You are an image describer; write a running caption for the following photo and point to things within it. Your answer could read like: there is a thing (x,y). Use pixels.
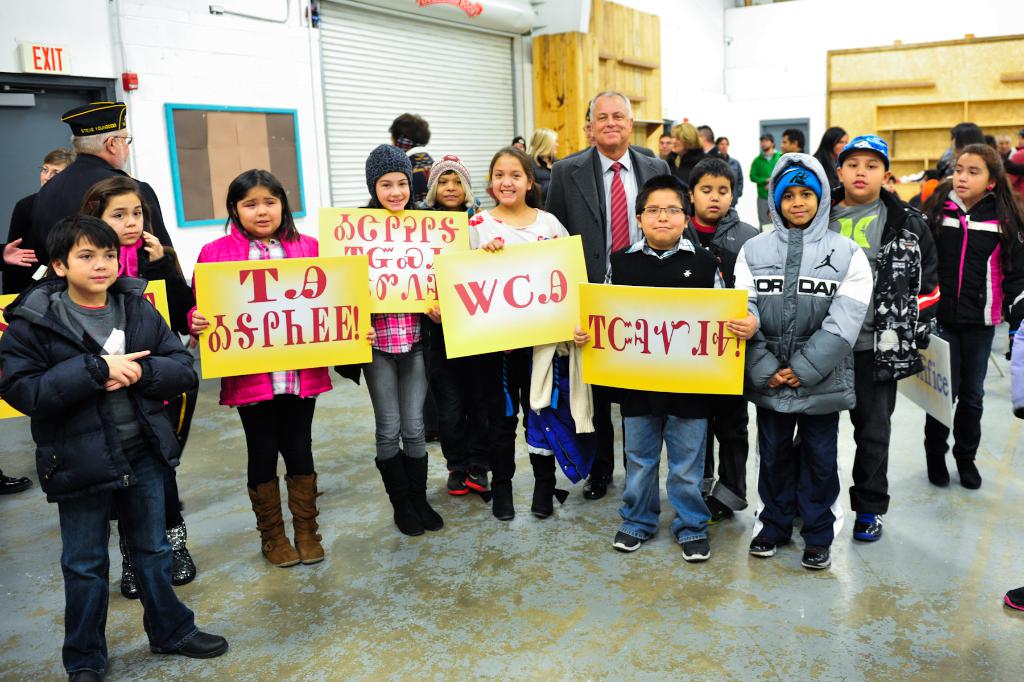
In the foreground of this image (798,209), there are people (372,184) standing on the floor (485,574) and holding few boards (418,296). In the background (540,125), there is a shutter (402,83), a board (246,110) on the wall (202,70), a sign board (44,68) and a wooden shelf (900,110) on the right (901,90).
